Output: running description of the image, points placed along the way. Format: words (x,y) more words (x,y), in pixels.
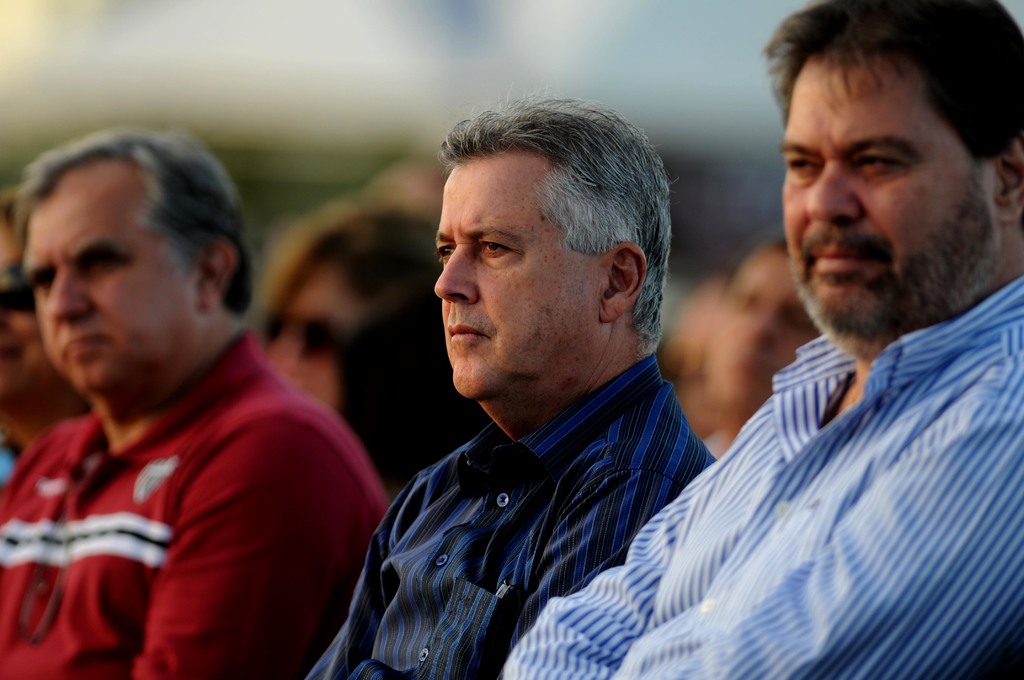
In this image there are some persons (347,461) standing on the bottom of this image (186,524) as we can see the person (174,533) on the left (167,555) is wearing red color t shirt (175,570) and there are two persons (621,475) are at right side (756,439) to this person (268,507), and there are some more persons (381,312) in the background (391,303).
